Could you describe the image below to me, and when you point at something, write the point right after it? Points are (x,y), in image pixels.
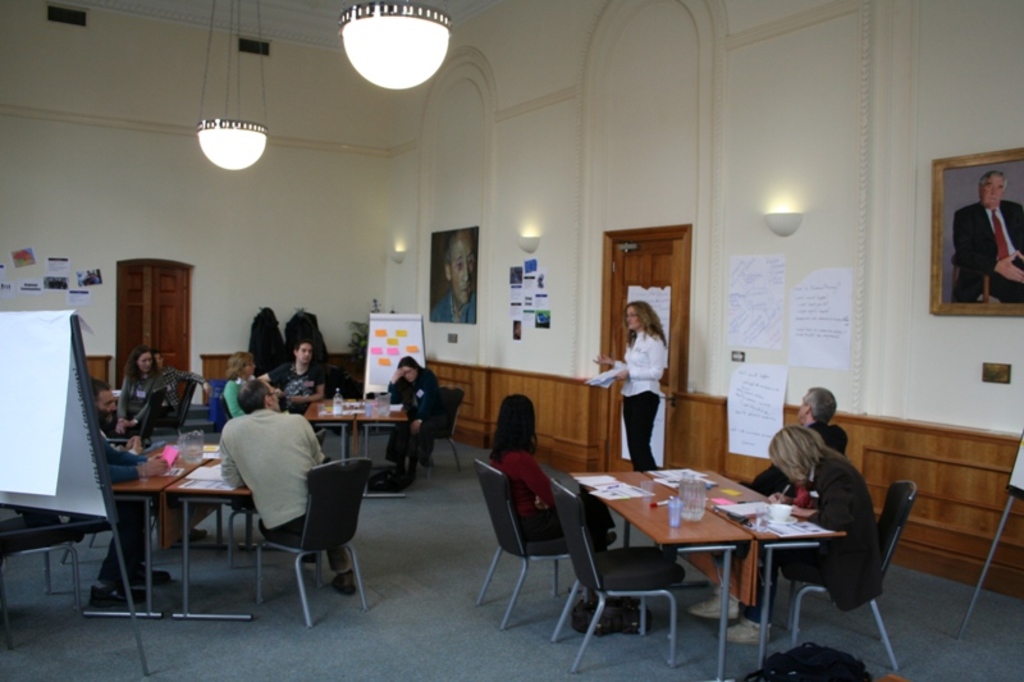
This is an office room (725,353) or meeting hall (317,357). In the picture on the right (721,526), left and center there are three tables (613,504) and the chairs (516,528) and people (777,496) seated around them, on the tables (707,515) there are papers (738,513), glasses (675,501). On the left (52,388) there is a board (104,471) and in the center (388,341) background (403,348) there is another board (388,340). On the right (1005,307) there is a frame (983,292) and in the background (437,270) there is another frame (451,284). And there are charts (738,330) attached to the walls (108,262) in the background (533,262). On the top (420,84) there are chandeliers (398,20) floor (411,653) is covered with mat (416,577). In the center of the right there is a woman (640,372) in white dress (644,371) standing.
